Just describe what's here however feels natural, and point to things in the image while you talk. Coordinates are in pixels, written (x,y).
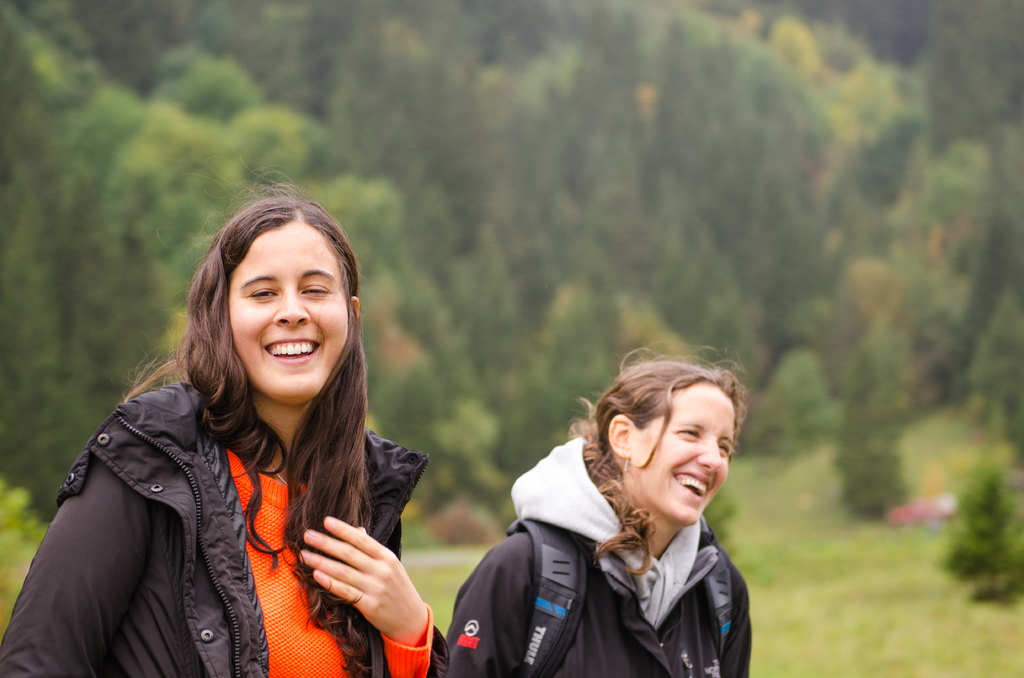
This picture is clicked outside. In the foreground (231,470) we can see the two persons (613,620) wearing black color jackets (240,577), smiling and standing. In the background (830,550) we can see the green grass (850,575), trees (791,441) and plants (852,465).
